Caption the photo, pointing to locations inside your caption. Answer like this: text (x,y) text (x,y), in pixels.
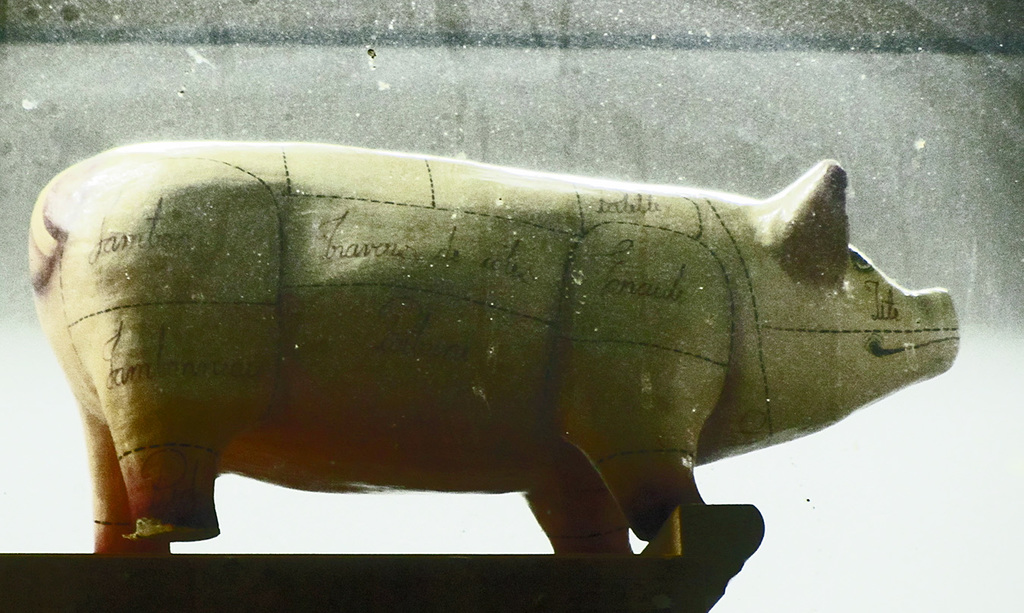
In the foreground of this image (406,304), there is a model (440,325) of a pig (496,344) on a surface (419,582).
